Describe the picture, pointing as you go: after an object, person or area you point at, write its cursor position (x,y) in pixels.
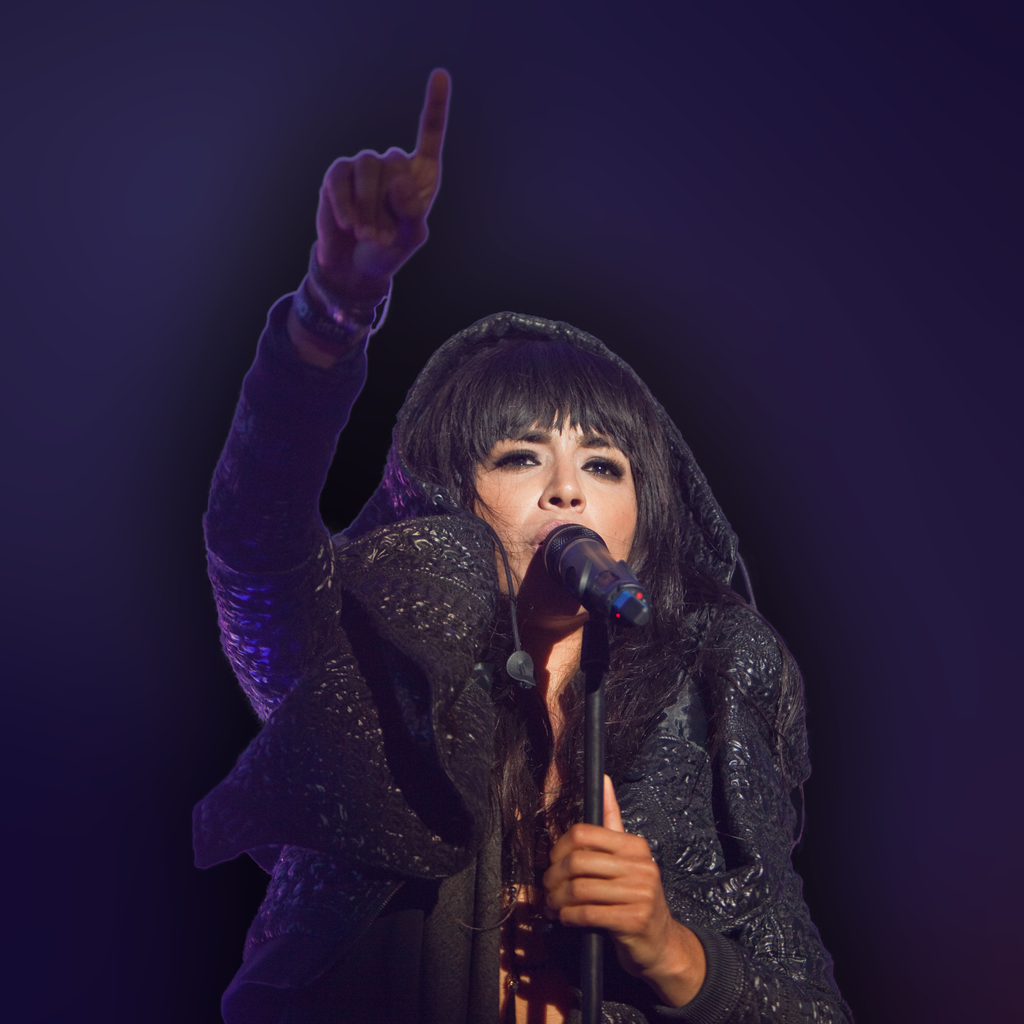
In the picture there is a woman (665,882), in front of her there is a microphone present to the stand (599,723).
